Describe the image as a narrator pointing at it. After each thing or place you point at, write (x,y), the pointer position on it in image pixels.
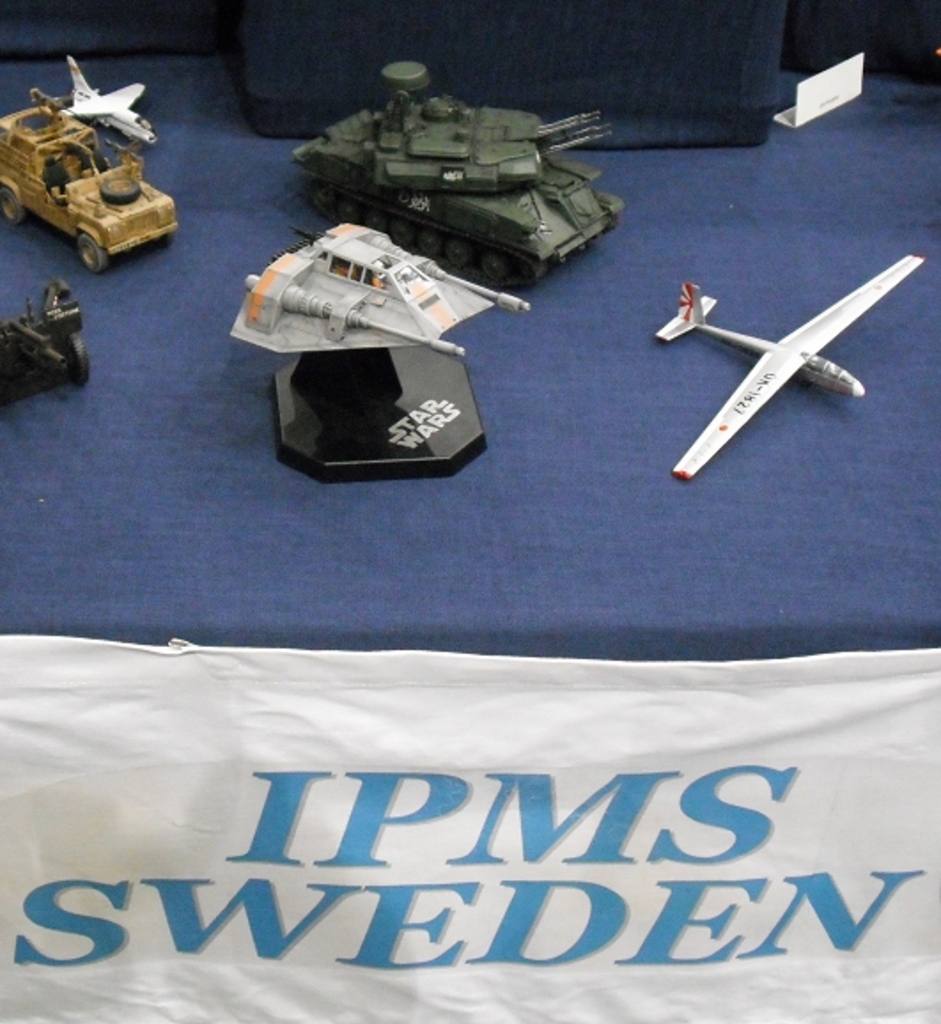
In this picture I can see toy vehicles (526,307) on an object (262,386) and there is a cloth (407,668).
